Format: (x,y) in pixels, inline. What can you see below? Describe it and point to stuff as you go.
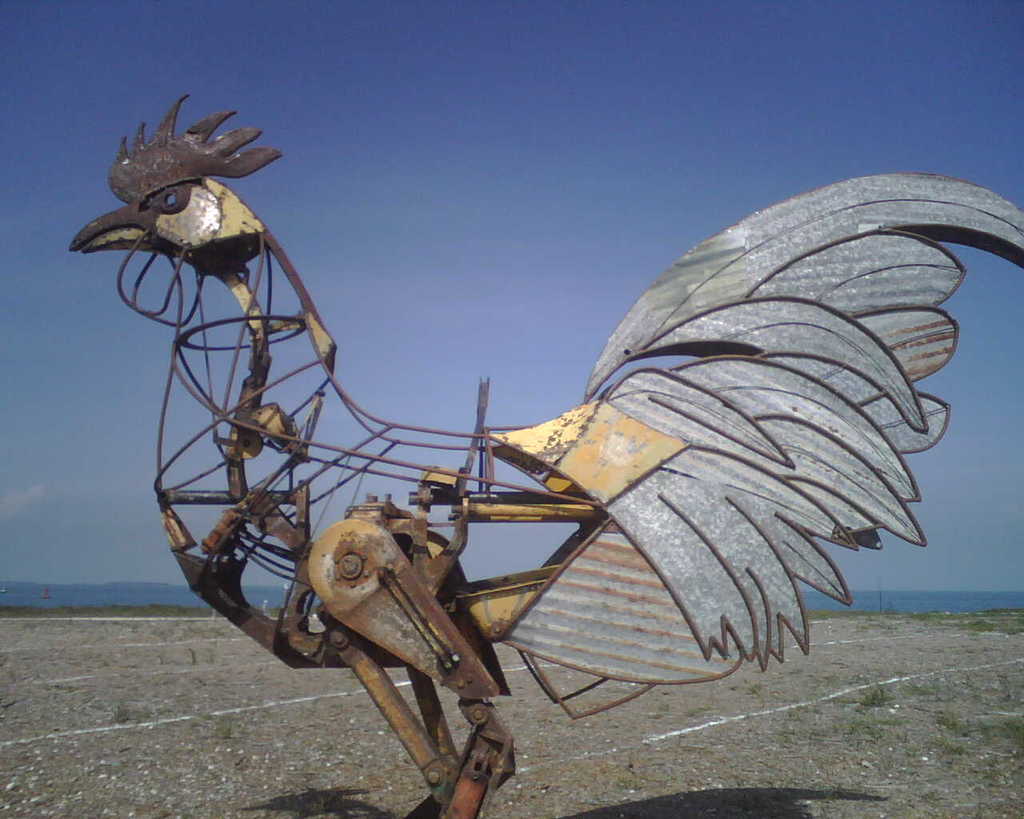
In the image we can see the hen (705,521) constructed with metal blocks (471,507). Here we can see the grass (953,621) and the sky (550,215).
